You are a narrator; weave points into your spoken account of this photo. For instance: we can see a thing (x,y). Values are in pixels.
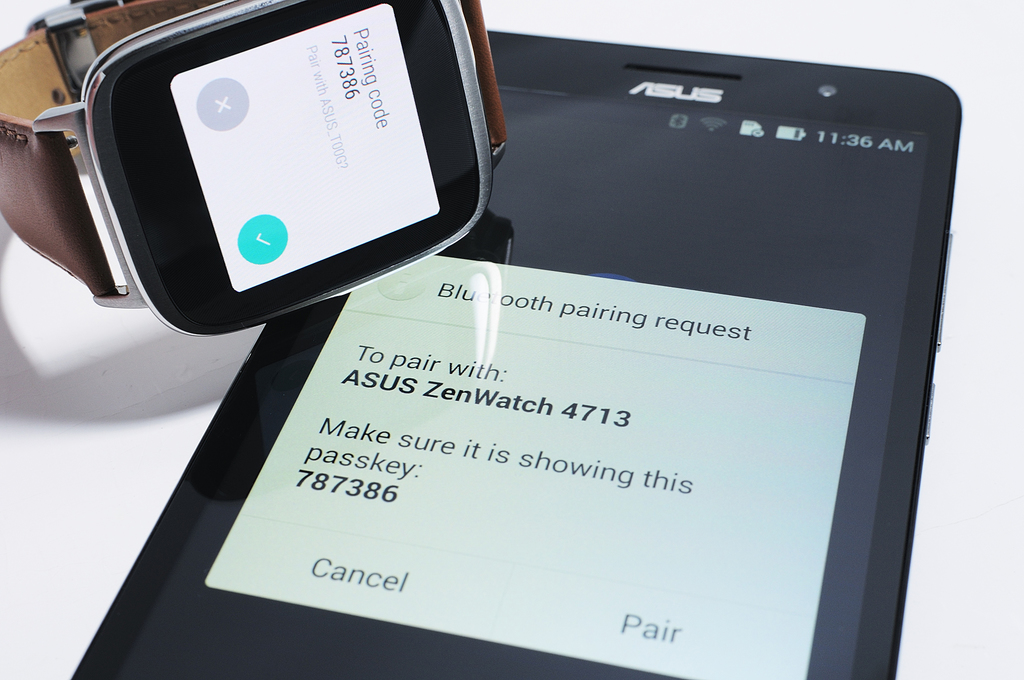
In this image we can see there is a mobile (327,385) and a watch (145,302).
